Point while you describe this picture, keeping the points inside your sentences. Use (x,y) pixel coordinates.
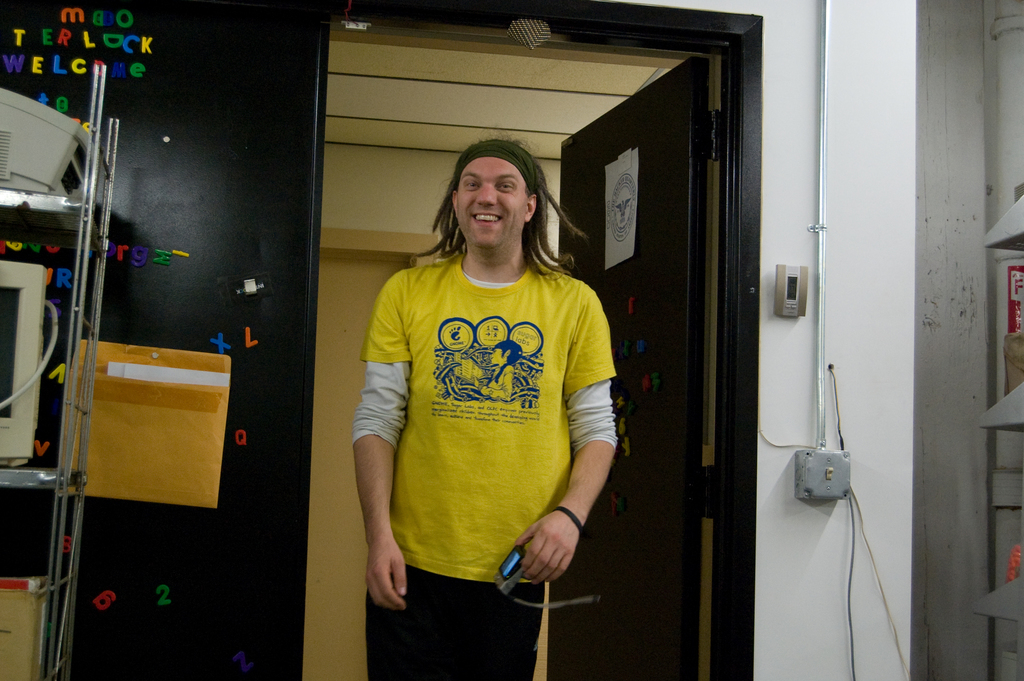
As we can see in the image there is a wall (923,327), door (664,205), a person (527,236) wearing yellow color t shirt (497,421), rack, screen (39,336) and boxes (31,665).
